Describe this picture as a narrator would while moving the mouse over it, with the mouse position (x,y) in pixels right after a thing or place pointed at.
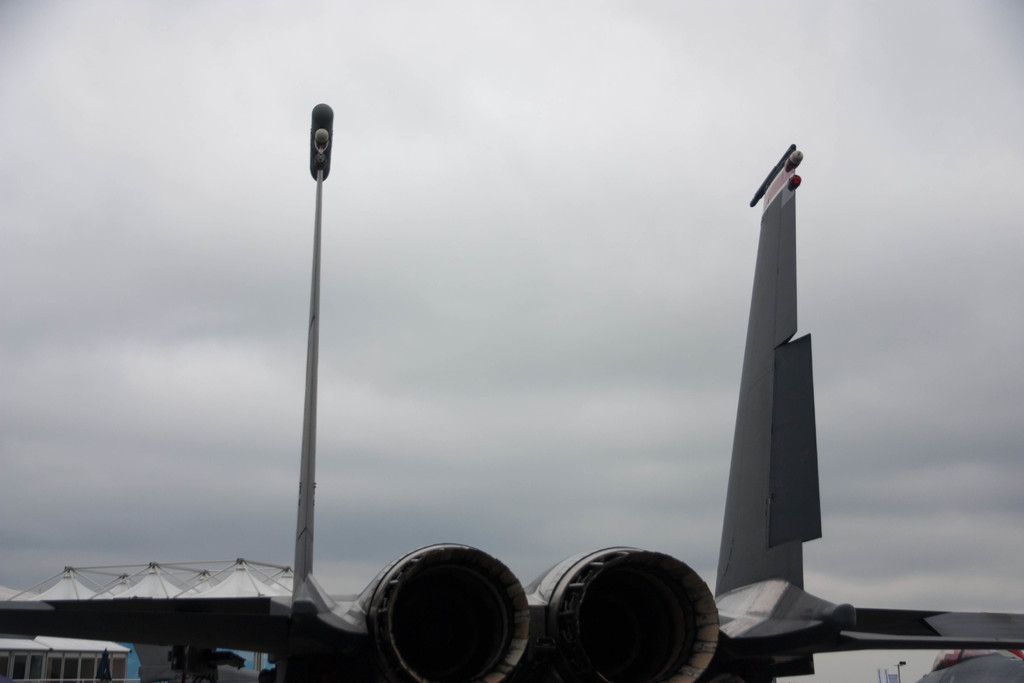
In the foreground of the picture (481,577) we can see an aircraft (511,592). On the left (22,662) there are buildings (50,639). At the top (547,95) it is sky (542,201). The sky (516,162) is cloudy.
